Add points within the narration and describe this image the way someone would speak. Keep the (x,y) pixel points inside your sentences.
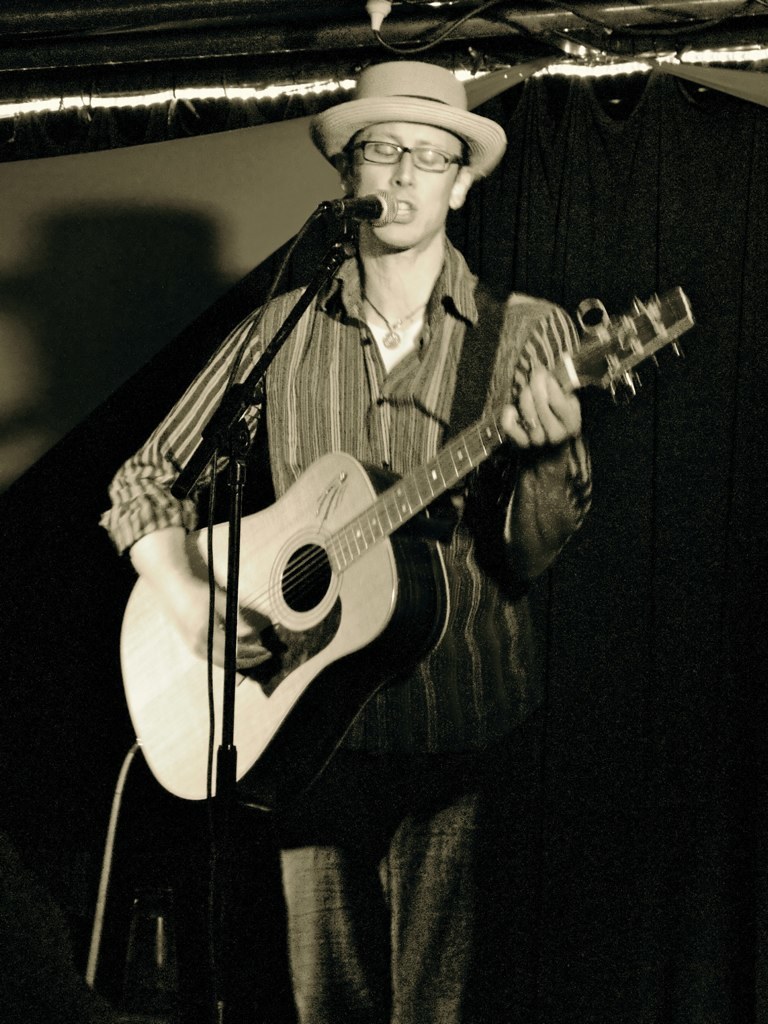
In this picture we can see a man (376,108) wearing a hat (423,118), standing in front of a mike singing and playing guitar (361,656). This is a black and white picture. He wore spectacles (395,152).
